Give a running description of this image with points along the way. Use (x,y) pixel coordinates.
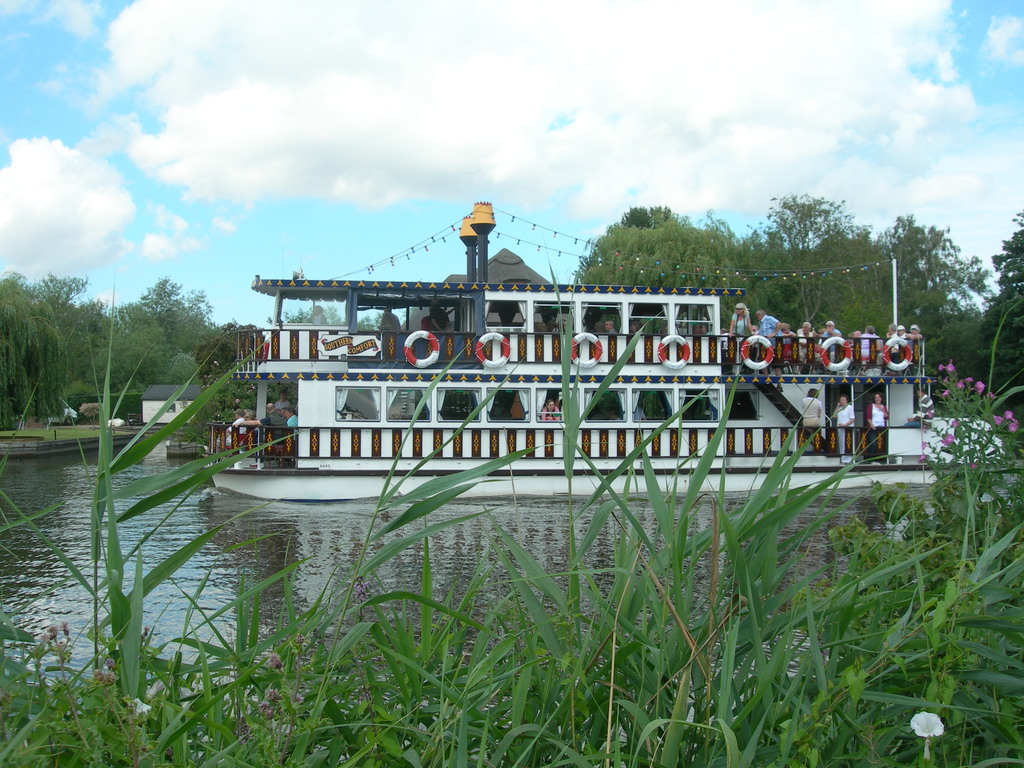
In the image there is a boat (431,441) in the pond (126,470) with few people (805,400) standing inside it, there is grass (679,753) in the front (750,649) and behind there are trees (614,274) and above its sky (252,197) with clouds (553,156).
